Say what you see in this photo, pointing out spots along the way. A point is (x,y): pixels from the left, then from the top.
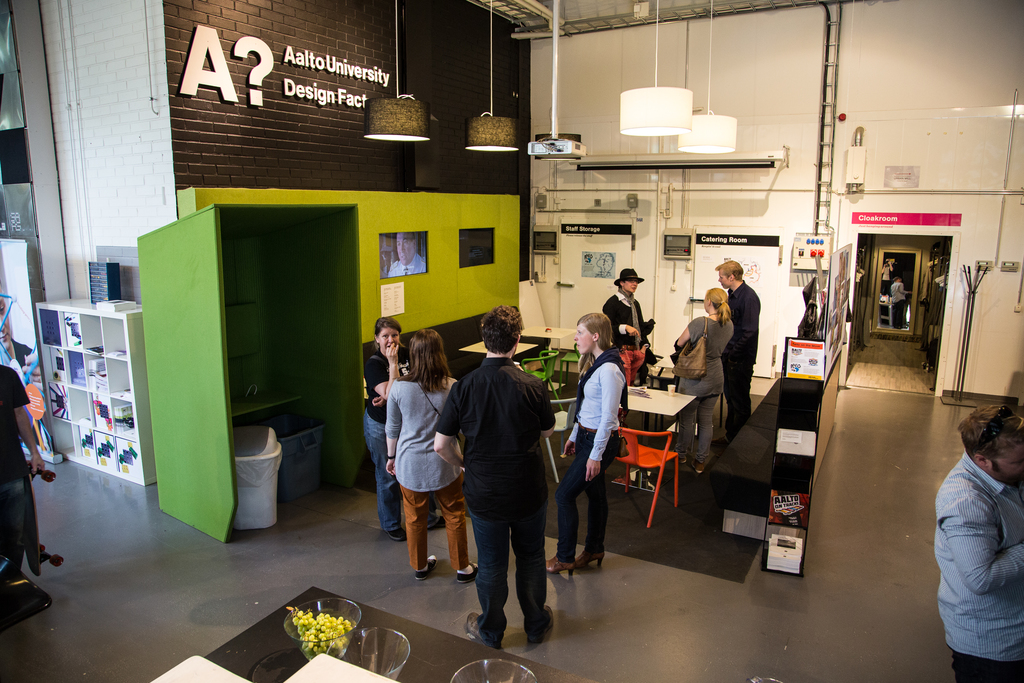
In this image in front (433,659) there is a table (468,652). On top of it there are glasses (373,657). There is a food item (318,628) in a bowl (313,610). There are papers (301,675). There are a few people (744,409) standing on the floor (685,547). In front of them there are tables (640,403), chairs (647,443). On top of the tables (660,401) there are a few objects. There are books (798,362) in a rack (782,366). There are lights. On the left side of the image (97,370) there are a few objects (109,458) on the wooden rack (129,371). In the background of the image (90,67) there is a wall (238,80) with some letters (342,64) on it. There are dustbins (294,485).
